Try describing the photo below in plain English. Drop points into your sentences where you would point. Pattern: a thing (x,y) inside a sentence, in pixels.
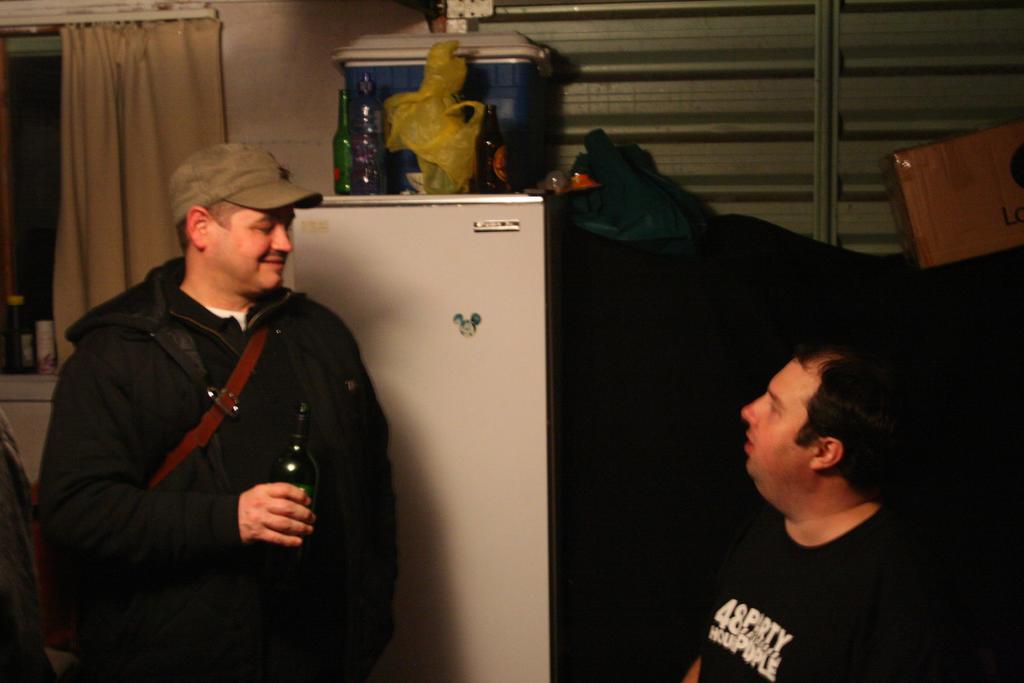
To the left side of the image (164,302) there is a person (235,411) holding a bottle (280,479) in his hand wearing a cap (222,161). To the right side of the image (815,654) there is a person (795,356). In the background of the image (422,615) there is a refrigerator (418,565). In the background of the image (221,50) there is a window (1,56) with a curtain (155,88). There is a wall (293,58).
